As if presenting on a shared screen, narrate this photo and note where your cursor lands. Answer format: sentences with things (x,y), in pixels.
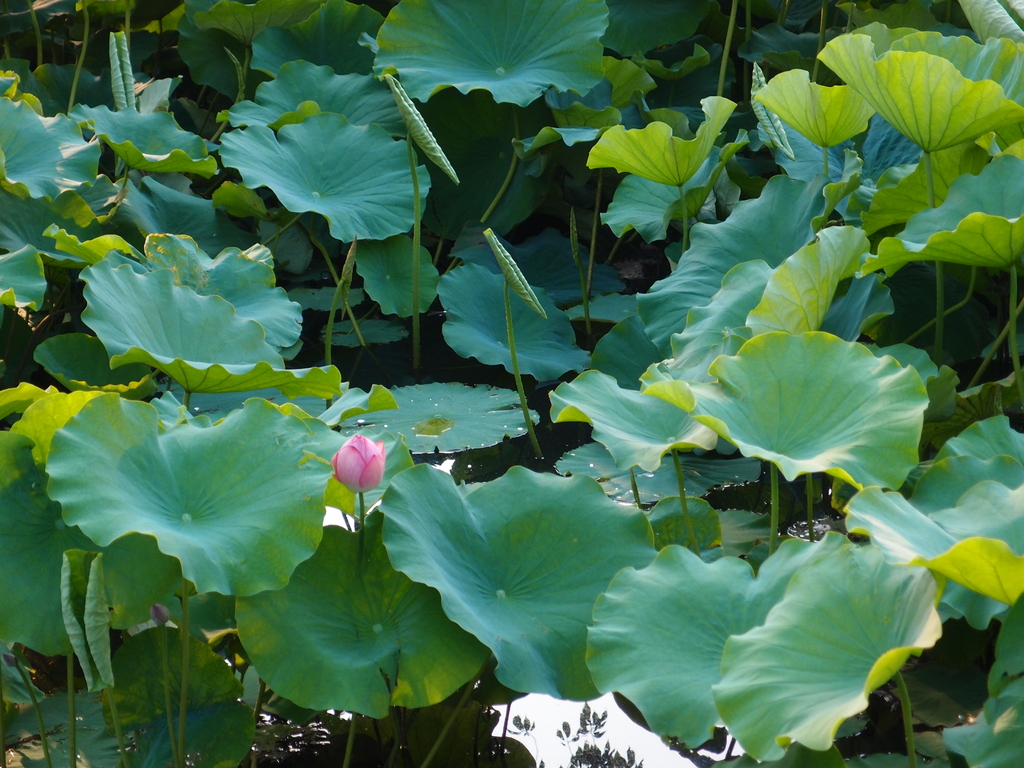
In the image there are many lotus leaves (791,694) in a pond (310,734). And also there is a lotus bud (357,483) in it.
